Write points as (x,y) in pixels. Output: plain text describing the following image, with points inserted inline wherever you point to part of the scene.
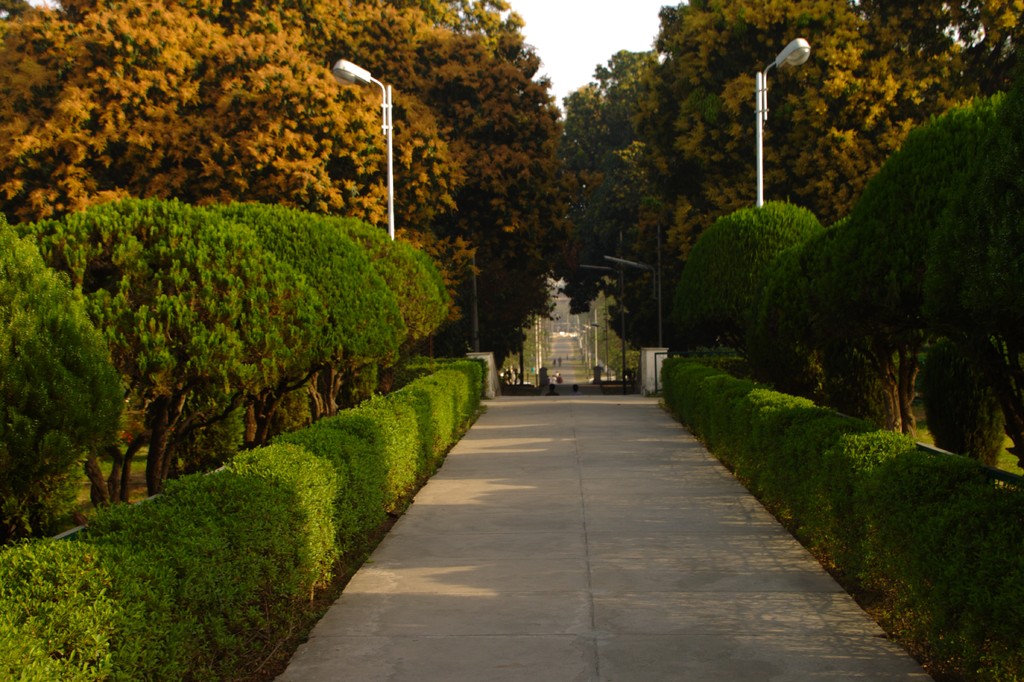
In this image we can see plants (1002,191), trees (543,190), light poles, also we can see the road (535,556), and the sky (551,43).
